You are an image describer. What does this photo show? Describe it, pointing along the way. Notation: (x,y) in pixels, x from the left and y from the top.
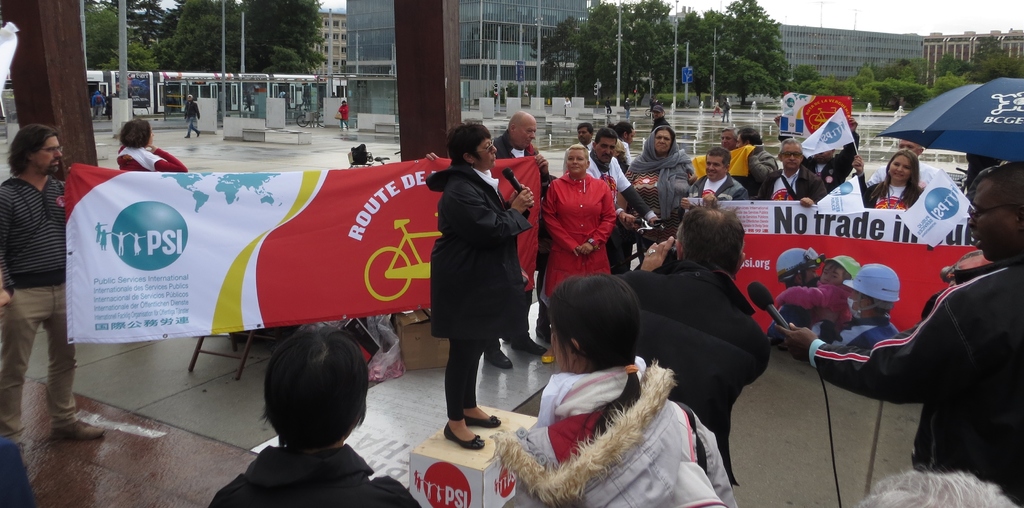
In the image I can see a person (446,188) standing on the box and speaking in a microphone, around her there are so many other people (1001,212) standing in which some of them holding banners (162,302), at the back (954,61) there is a building (953,45) and trees (954,61) and some electrical poles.
